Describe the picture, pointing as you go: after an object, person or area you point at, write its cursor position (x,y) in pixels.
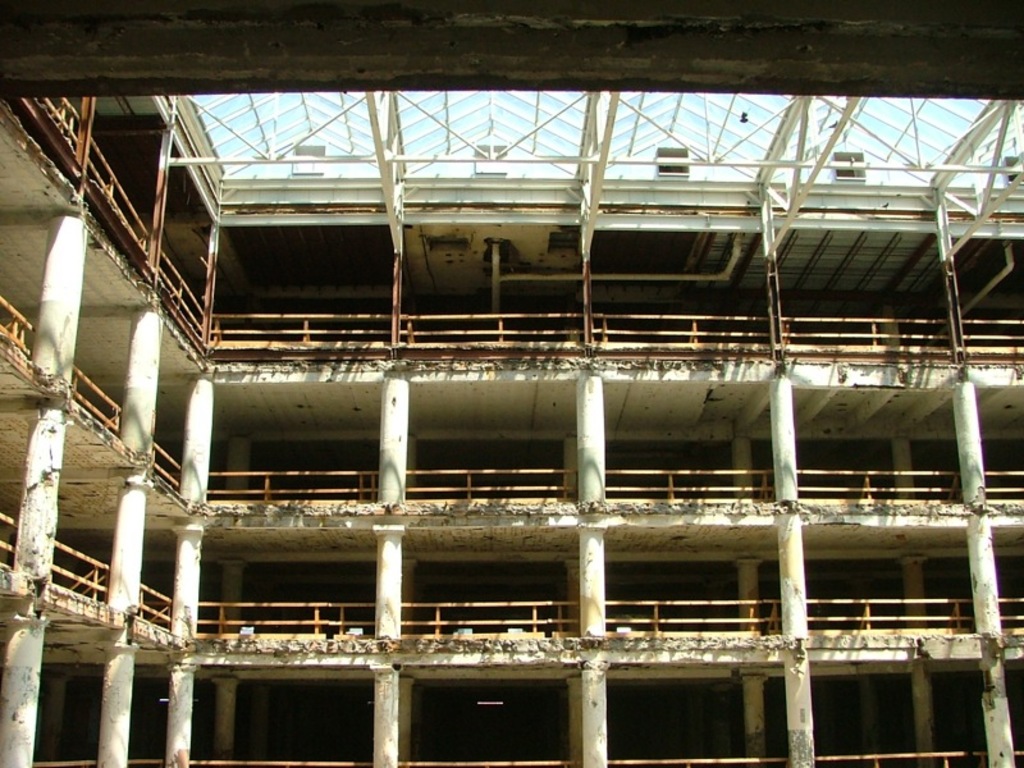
In the foreground of this image (379,670), there is a building (179,547) with pillars (392,501), railing (491,497) and the glass ceiling (502,108) on the top (418,116).
